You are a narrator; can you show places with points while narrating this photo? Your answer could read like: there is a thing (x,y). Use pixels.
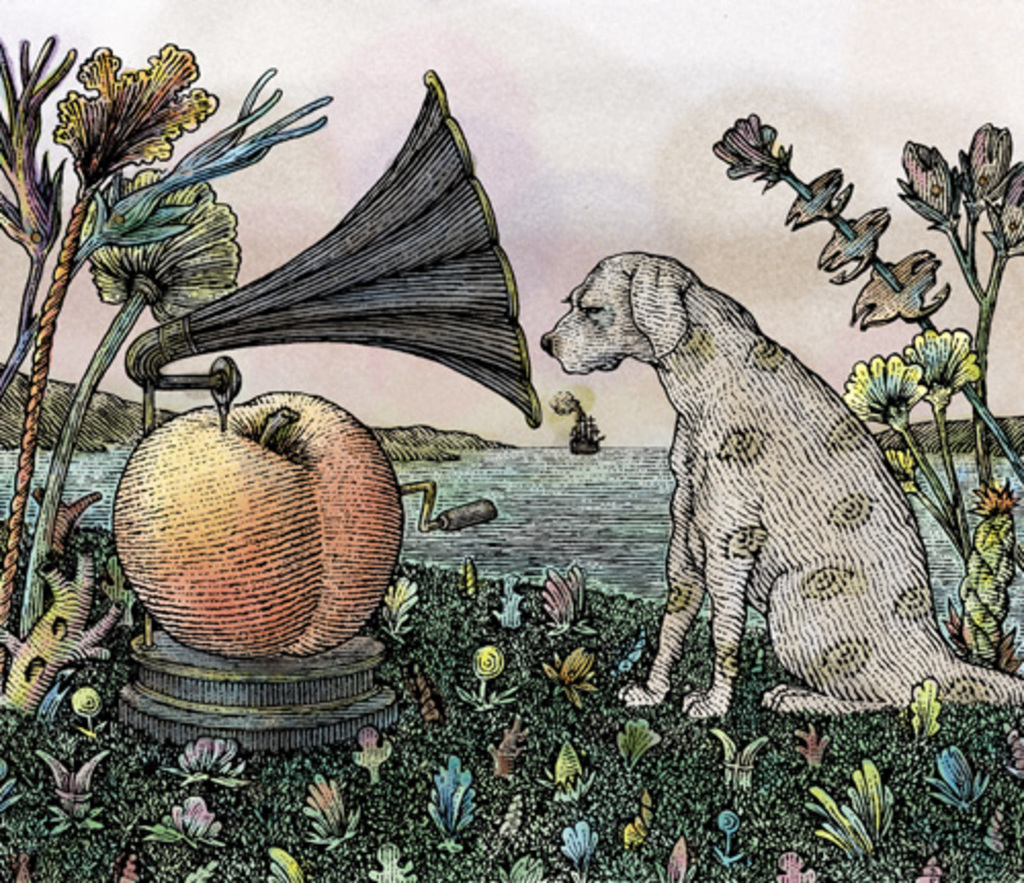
In the center of the image (647,537) we can see some drawing (721,536) in different colors, in which we can see one dog (774,549), plants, flowers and a few other objects (252,324). And we can see one solid structure (307,694). On the solid structure (272,702), we can see one apple (223,453). On the apple (267,486), we can see one object (248,305). In the background (667,139) we can see the sky (727,183), clouds (718,195), water (549,465), hills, one boat (590,450) and a few other objects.
